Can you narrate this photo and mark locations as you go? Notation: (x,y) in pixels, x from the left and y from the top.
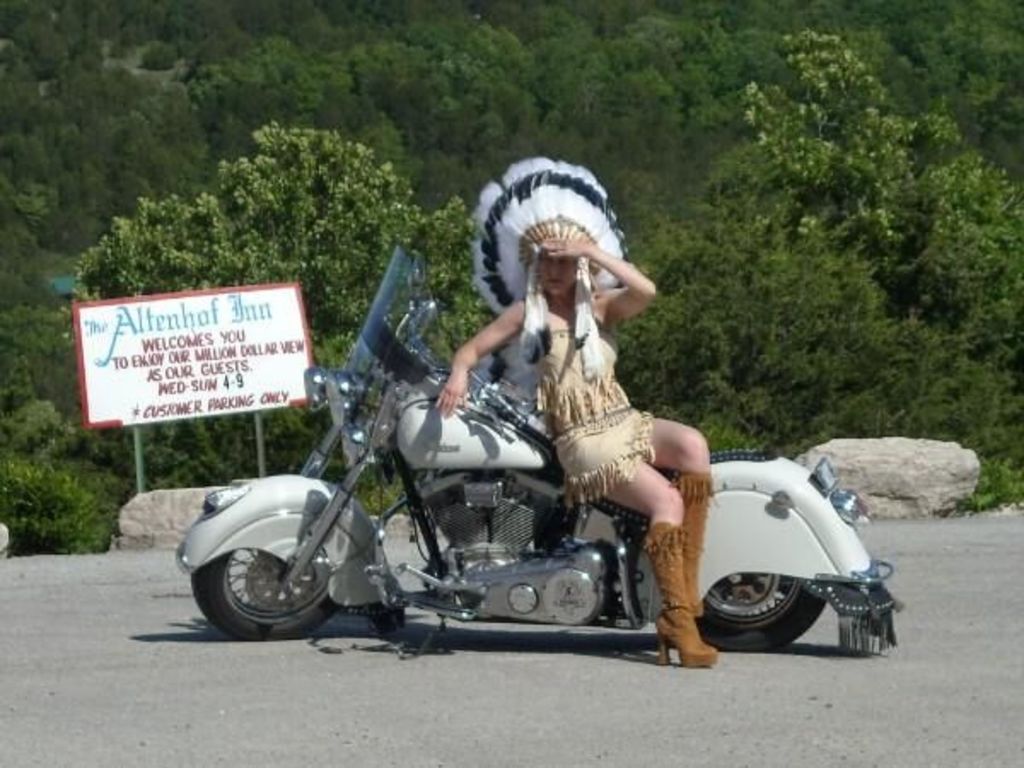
This is a picture taken on a road (106,726). In the center of the picture (545,467) there is a bike (592,504) and woman (589,408) sitting on the bike (342,524). In the background (246,376) there is a name board (164,342) and stones (864,489). On the top (773,147) there are many trees (256,179). In the foreground (150,685) it is road (374,660).
